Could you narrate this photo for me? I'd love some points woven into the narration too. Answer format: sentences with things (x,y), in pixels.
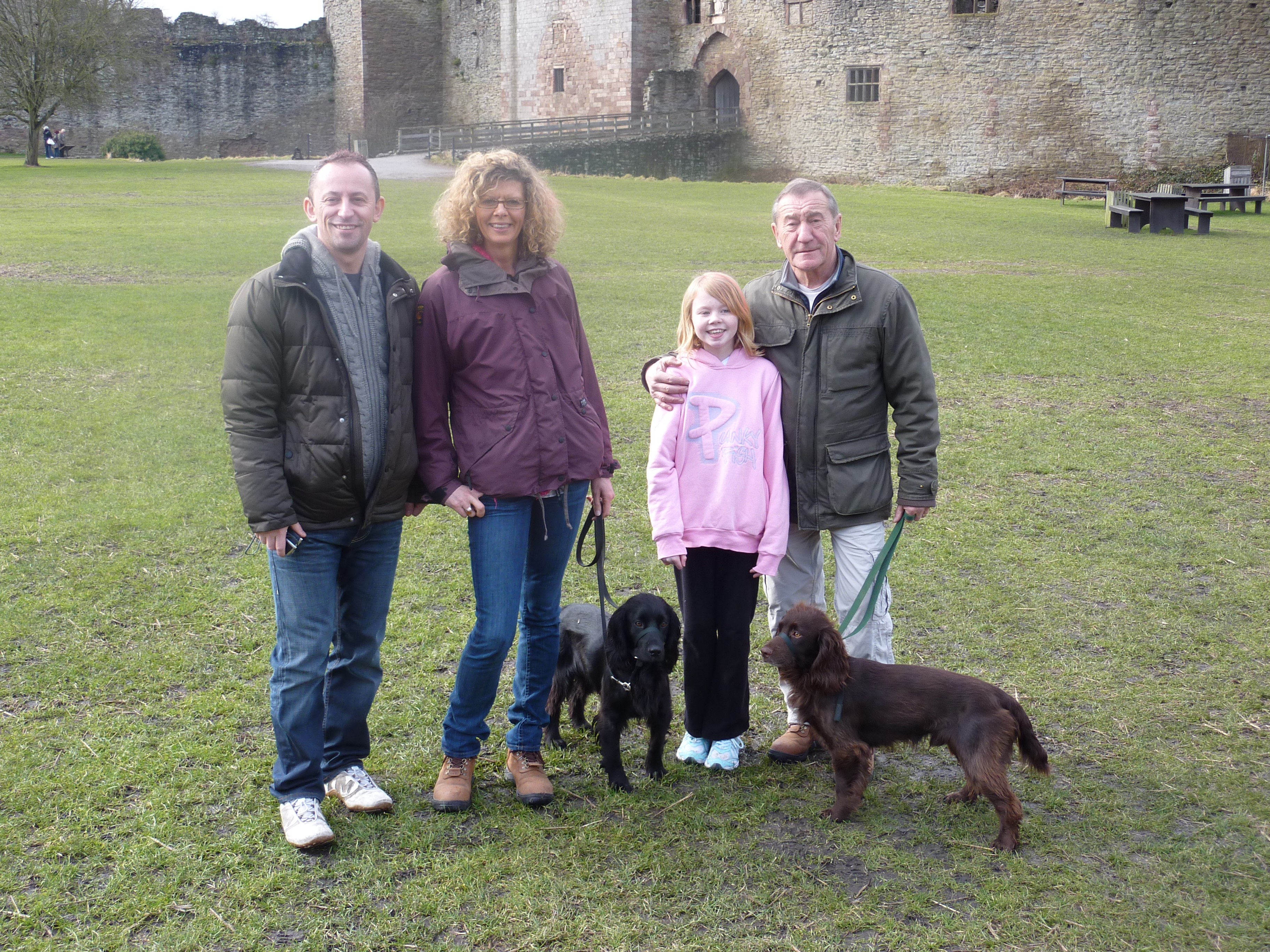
In this image I can see few people (291,746) are standing with two dogs (630,603). In the background (945,77) I can see a tree (35,117) and a building (739,124). I can also see smile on their faces (360,221).
